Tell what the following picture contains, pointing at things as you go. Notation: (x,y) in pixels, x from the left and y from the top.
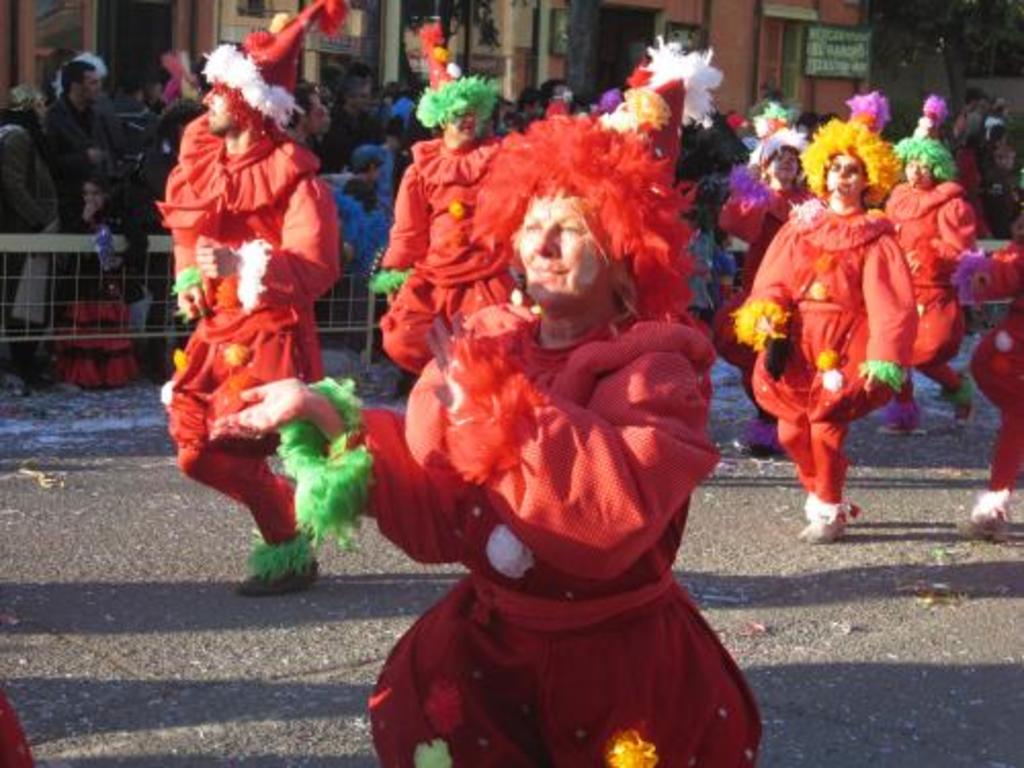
In this picture we can see a group of people (305,169) in the costumes (409,264) and they are dancing on the road (351,372). Behind the people (218,334), there are few other people (60,222), a railing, buildings (381,58), trees (1003,30) and a board (837,43).
